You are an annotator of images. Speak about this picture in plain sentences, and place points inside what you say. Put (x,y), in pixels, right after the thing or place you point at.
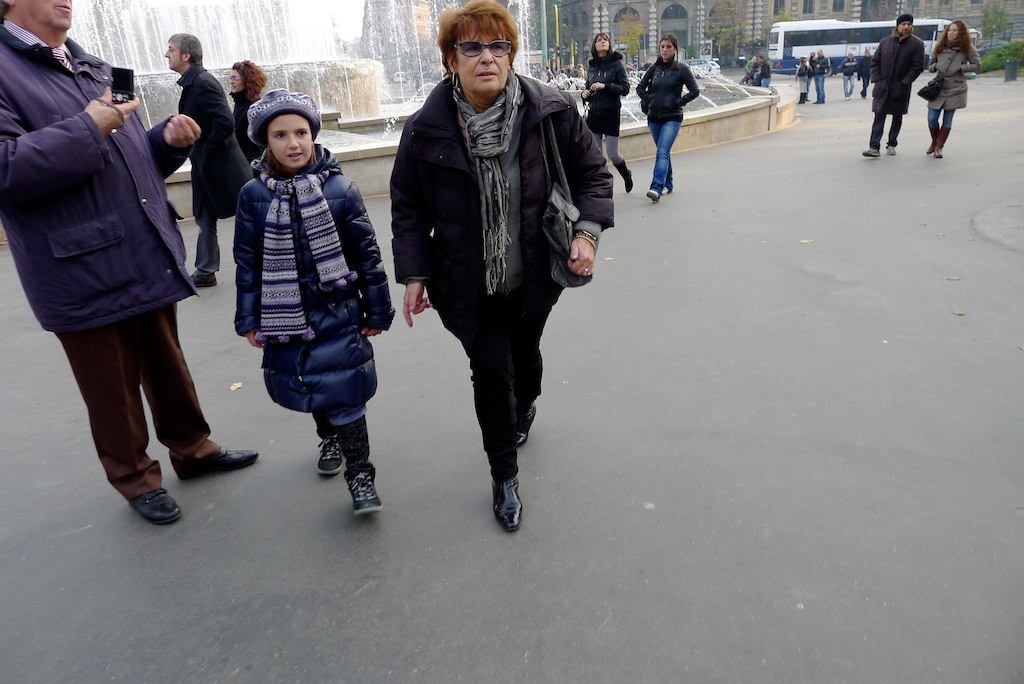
This image consists of many people (607,184). And we can see the people (606,199) walking on the road (609,551). At the bottom (552,597), there is a road (541,541). On the left (205,1), we can see a fountain (392,38). On the right (863,51), there is a bus (784,58) along with buildings (640,8).
